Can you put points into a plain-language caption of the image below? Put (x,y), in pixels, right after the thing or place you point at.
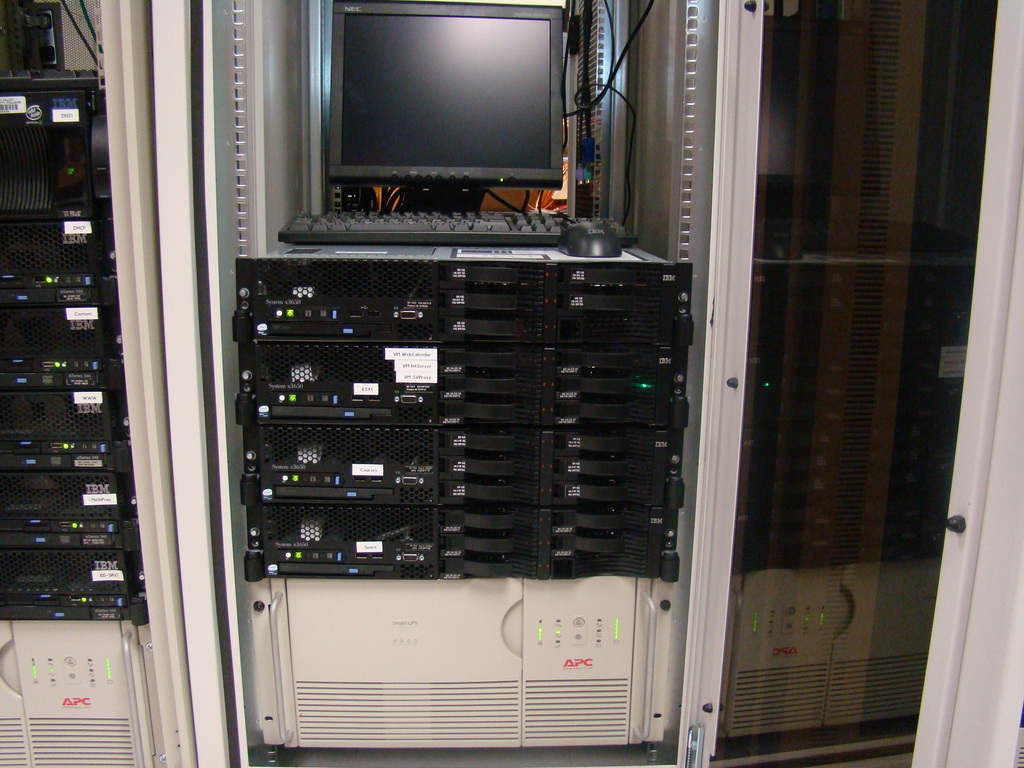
In this image I can see a monitor (431,117), a keyboard (467,233) and a mouse (588,246). Here I can see some machines (354,473).
